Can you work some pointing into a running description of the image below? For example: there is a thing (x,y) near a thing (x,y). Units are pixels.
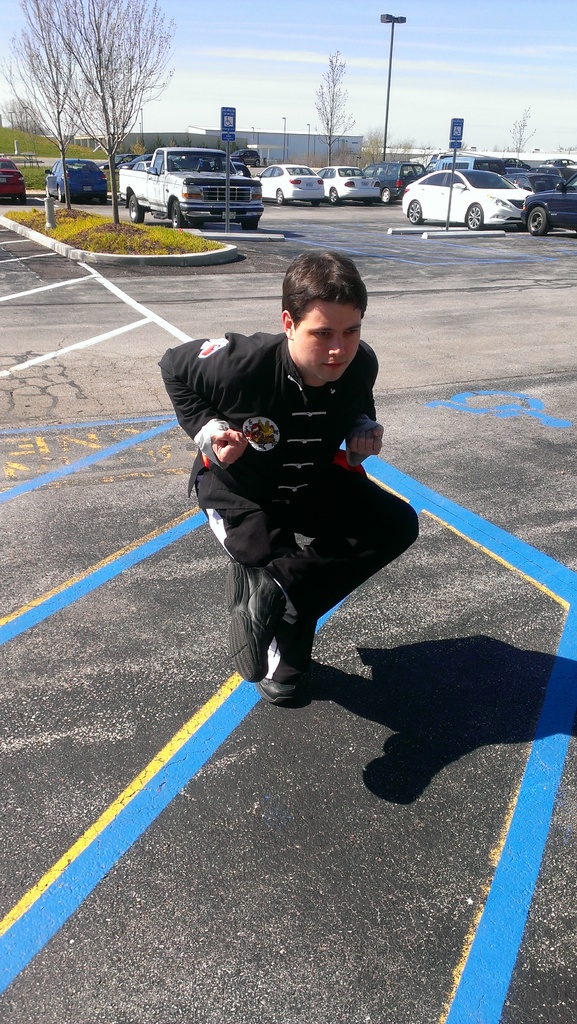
There is a boy (313,404) in black color dress (323,422) squatting on a road (318,704) on which, there are blue, yellow and white color marks (169,754). In the background (483,206), there are vehicles (477,197) in different color on the road (432,574), there are trees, there is grass (192,247) on the divider (166,237) and there are clouds (318,62) in the sky (427,43).
